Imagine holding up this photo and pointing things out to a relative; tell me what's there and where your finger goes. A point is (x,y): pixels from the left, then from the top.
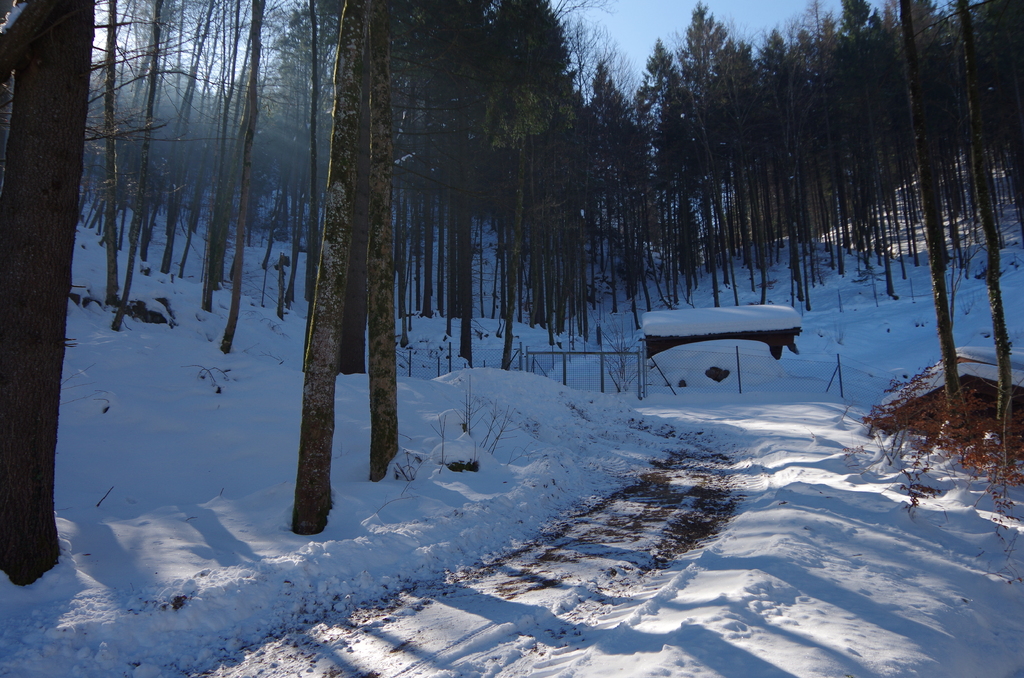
In the image there is a snow surface (505,506) and in between that surface (206,409) there are tall trees (640,160).
